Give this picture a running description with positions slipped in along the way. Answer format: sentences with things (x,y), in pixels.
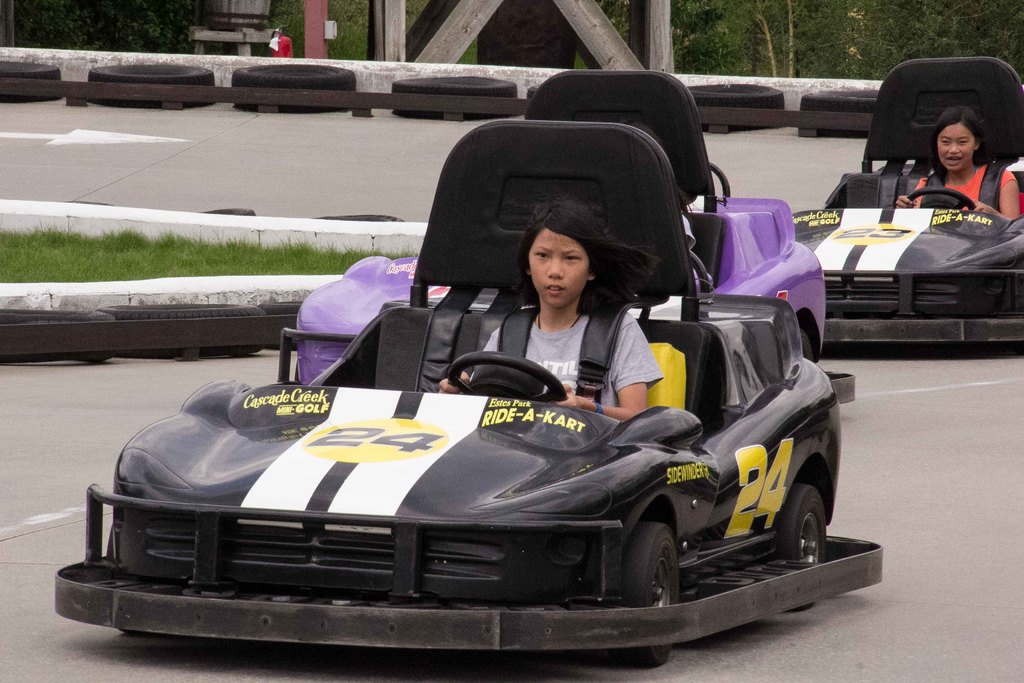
In this image two girls (960,187) are driving a car (693,368). There are many trees (130,35) at the top most of the image (793,10), few tires (312,69) are placed aside on the road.
